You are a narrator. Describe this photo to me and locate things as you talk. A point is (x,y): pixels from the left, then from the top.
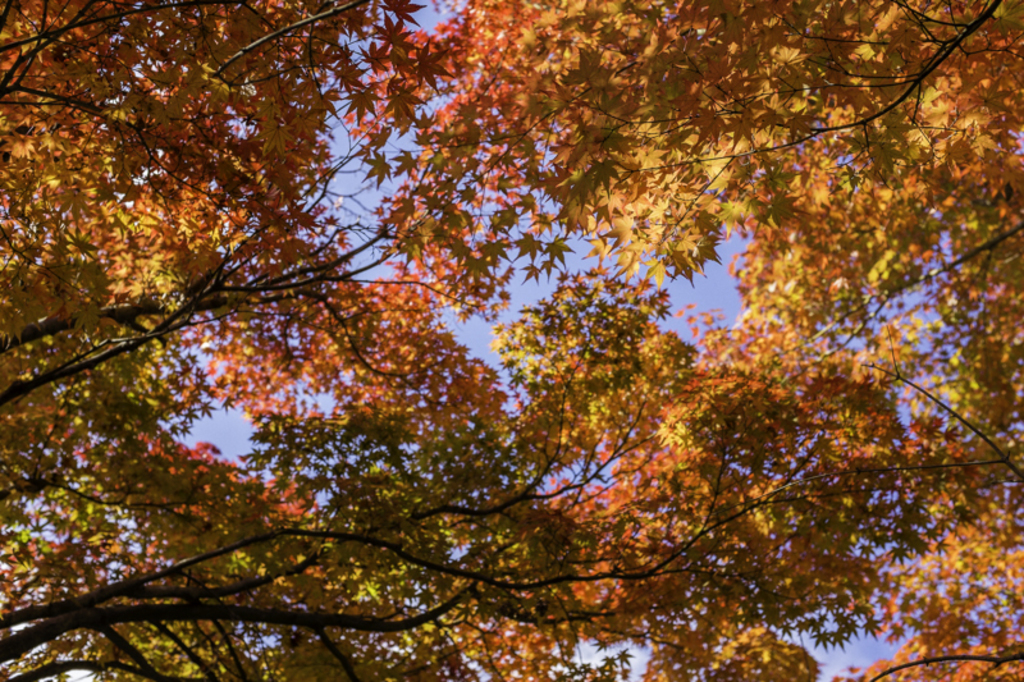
In this image we can see the branches (74,493) of a tree (656,449) and the sky (498,367).
